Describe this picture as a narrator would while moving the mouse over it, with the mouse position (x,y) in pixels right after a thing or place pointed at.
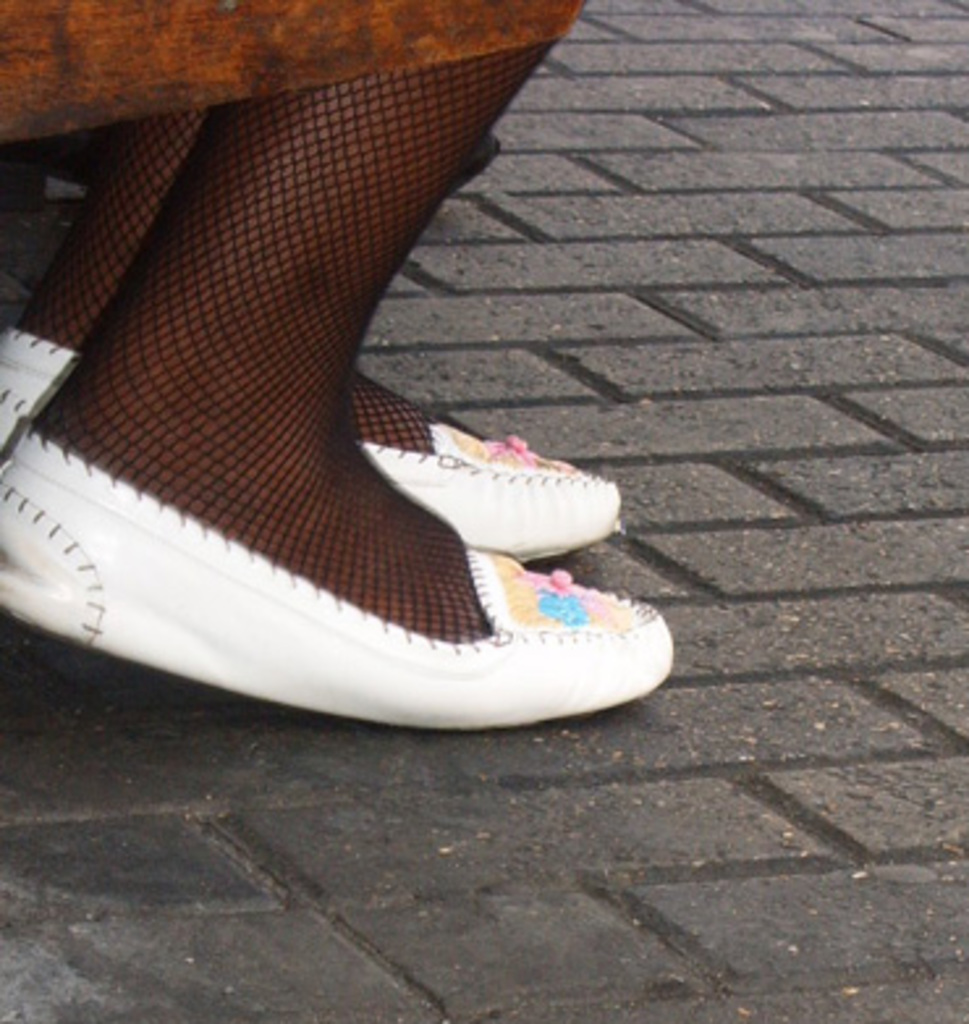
In this image I see a person's legs (186,301) and I see white color shoes (17,393) on the legs (397,536) and I see the path (786,394).
